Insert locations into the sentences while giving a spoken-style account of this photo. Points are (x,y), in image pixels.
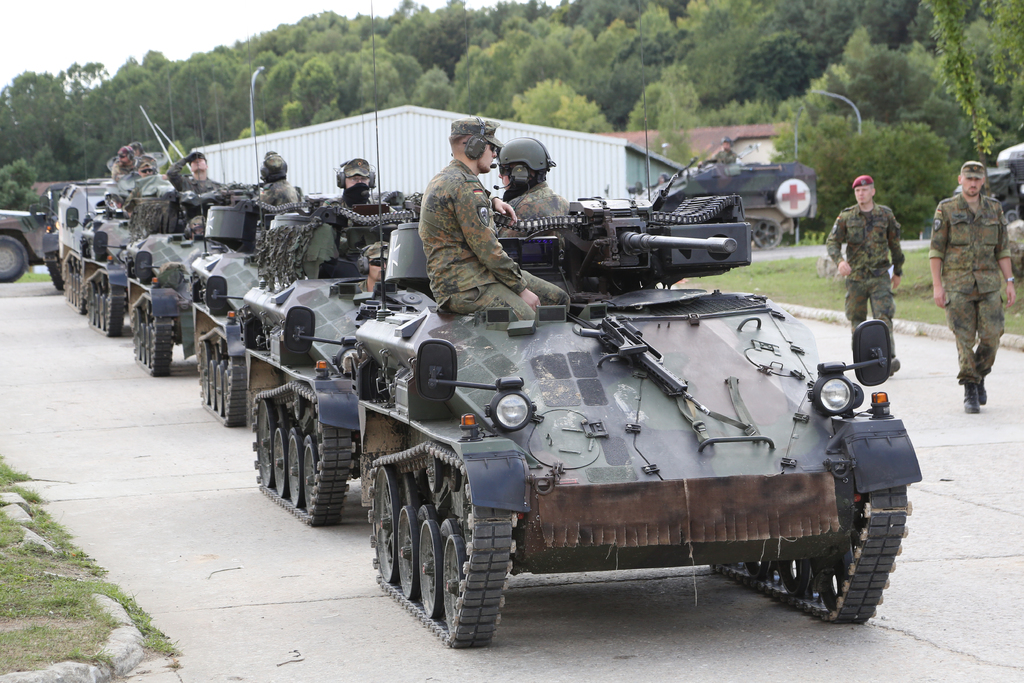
In this image I can see the road (195,550), some grass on the ground (191,538), few military vehicles (455,433), few persons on the vehicles (411,195), few persons (867,246) standing on the ground (911,303) and few trees (818,95) which are green in color. In the background (98,8) I can see the sky (163,34).
